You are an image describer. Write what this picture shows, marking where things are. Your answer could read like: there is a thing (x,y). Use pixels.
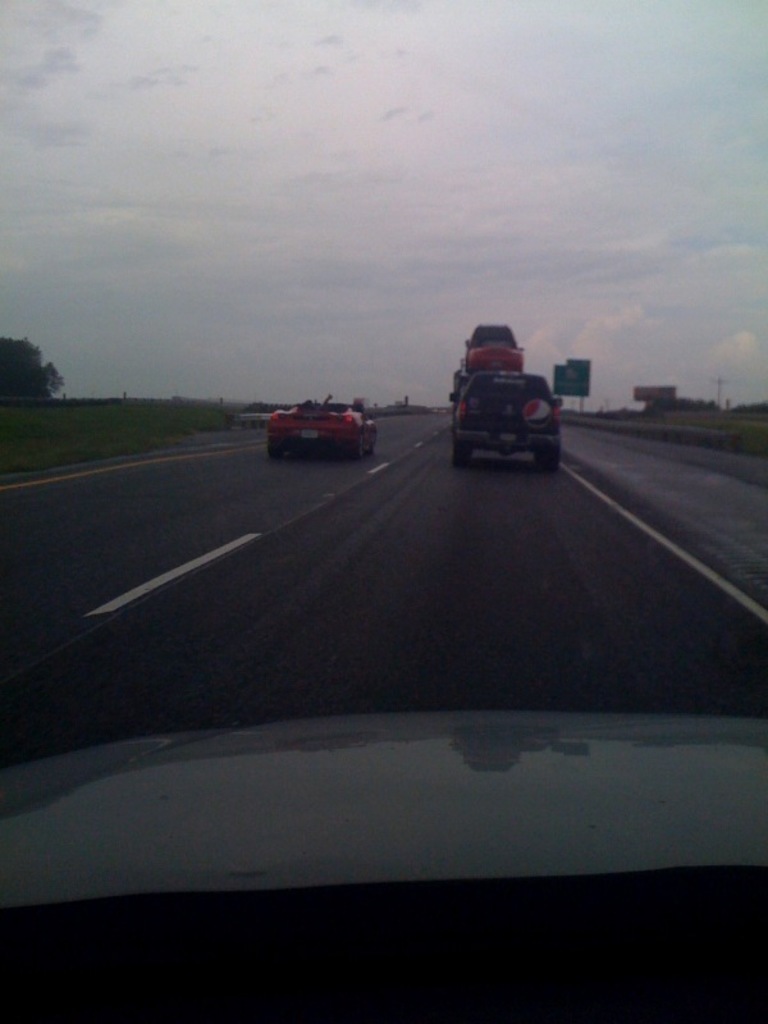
In this image, we can see vehicles (480,450) on the road (498,488) and in the background (715,400), there are trees (712,411), poles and boards (674,392). At the top (365,295), there is sky (277,222).
